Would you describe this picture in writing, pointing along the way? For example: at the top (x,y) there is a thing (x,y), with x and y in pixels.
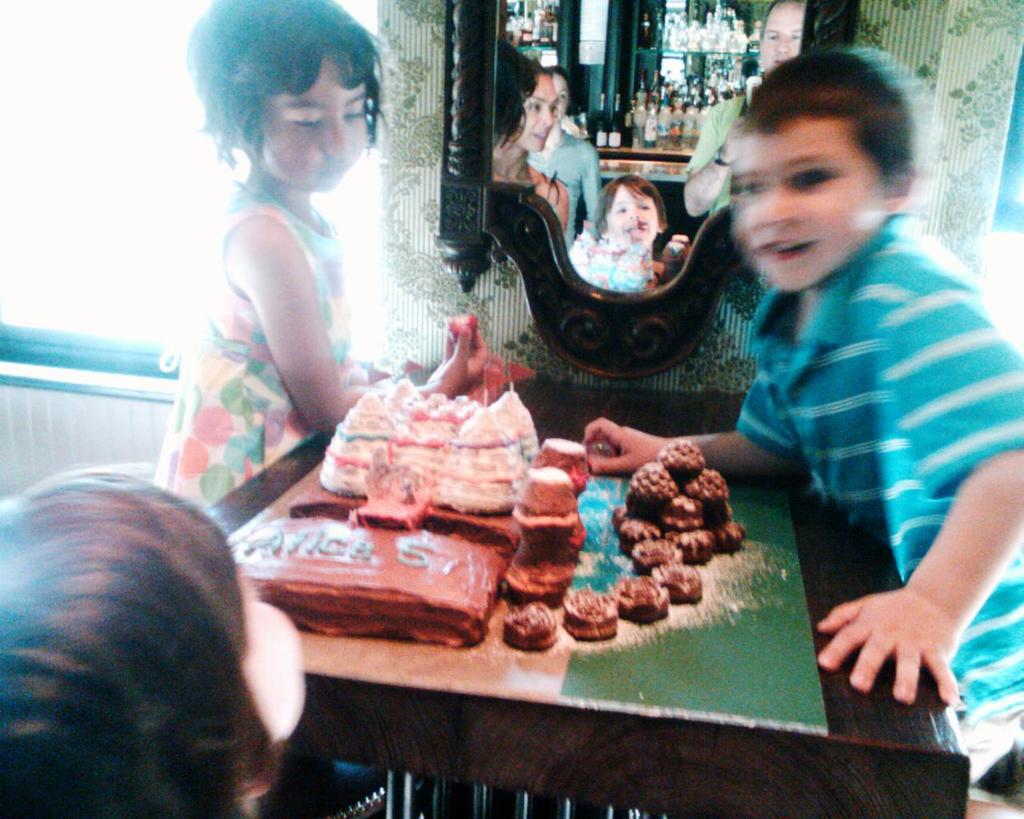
This picture is taken inside the room (568,632). In this image, on the right side (869,341), we can see a boy (946,568) standing in front of a table (889,661). On the table (780,786), we can also see some food items (290,611). In the left corner (287,642), we can also see the head (294,656) of a kid (294,656). On the left side (296,42), we can see a girl (378,90) standing in front of the table (754,776). In the background (498,220), we can see a mirror (633,100). In the mirror (653,264), we can see a group of people (767,44) and a few bottles (656,141) on the table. On the left side (53,168), we can also see white color and a metal rod (123,348).
